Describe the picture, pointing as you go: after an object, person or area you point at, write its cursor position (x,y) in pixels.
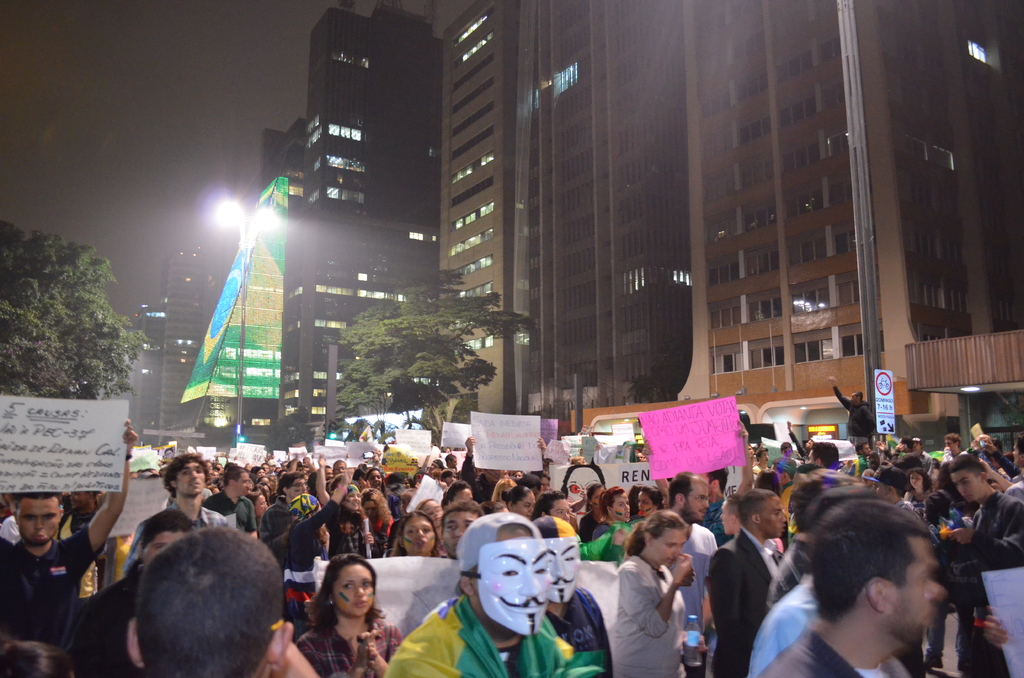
In the picture I can see a group of people (408,534) are standing on the ground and holding placards (557,476) in hands (133,427). In the background (538,256) I can see buildings (290,363), trees (375,391), lights (269,352), the sky (62,199) and some other things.
